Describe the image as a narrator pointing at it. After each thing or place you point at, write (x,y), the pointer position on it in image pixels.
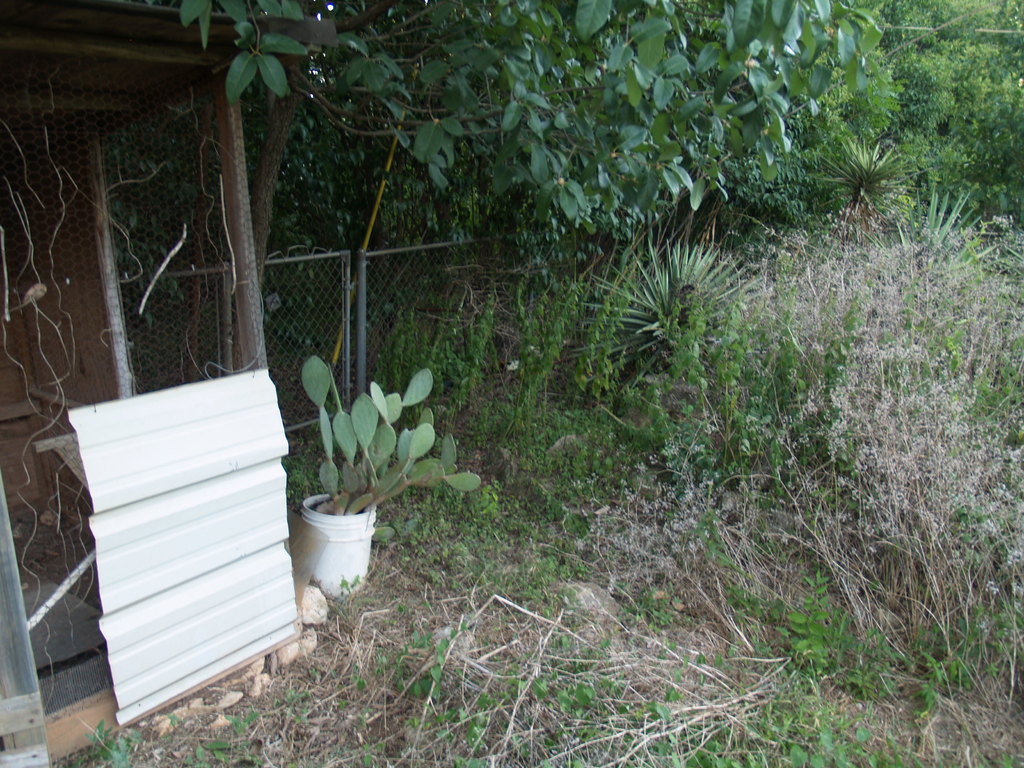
In the image we can see grass (310,472), fence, cactus plant (328,483) in the bucket (339,528), trees (439,210) and white sheet (128,596).
